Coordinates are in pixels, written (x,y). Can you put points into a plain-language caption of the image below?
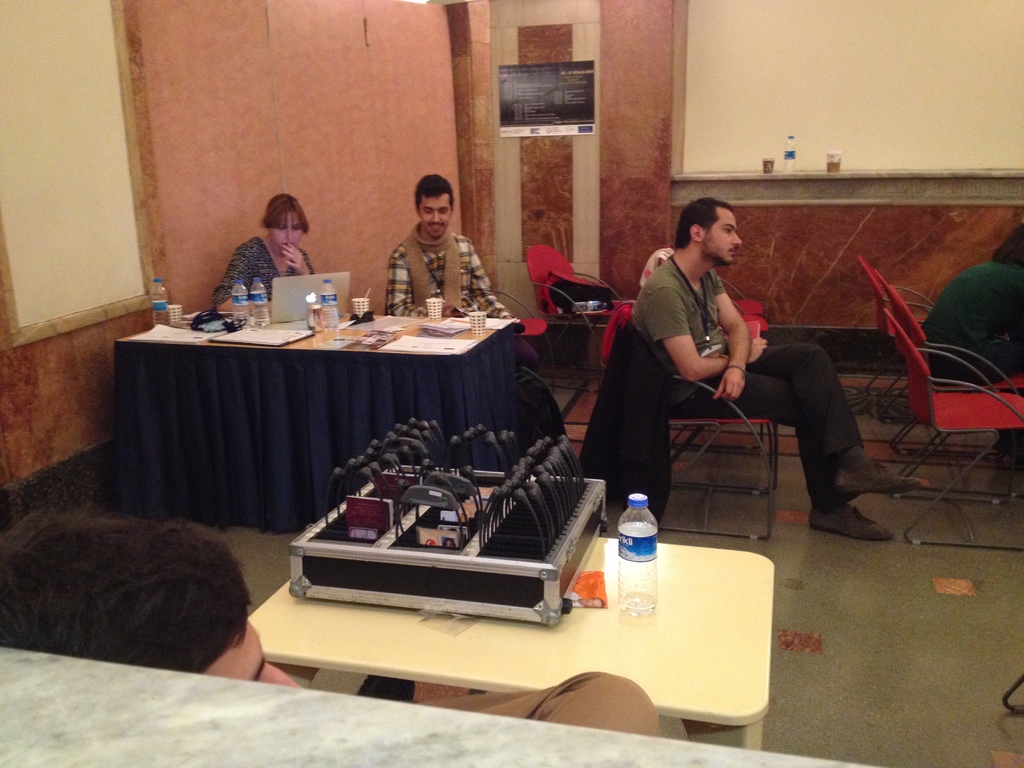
In this image there are few chairs (535,271) and tables (660,623) on which laptops (290,311), water bottles (263,306), papers (404,339) are placed. In the background of the image (824,68) we can see a wall (630,95).
